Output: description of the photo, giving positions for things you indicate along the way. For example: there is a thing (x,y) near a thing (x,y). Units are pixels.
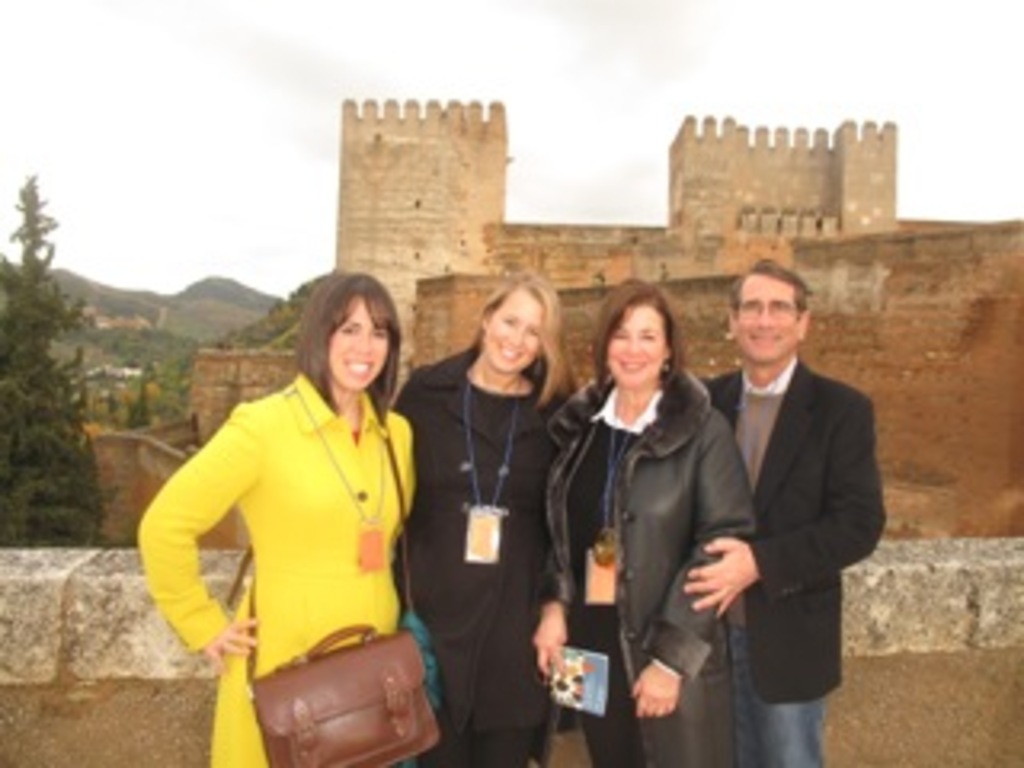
This image is slightly blurred, where we can see this woman (183,561) is wearing yellow color dress (270,640) and bag (392,641) and these people (575,531) are wearing black dresses (591,531) and standing near the wall (1005,592) and smiling. In the background (212,383), we can see the stone building (559,309), trees (26,411) and the sky (270,128).
